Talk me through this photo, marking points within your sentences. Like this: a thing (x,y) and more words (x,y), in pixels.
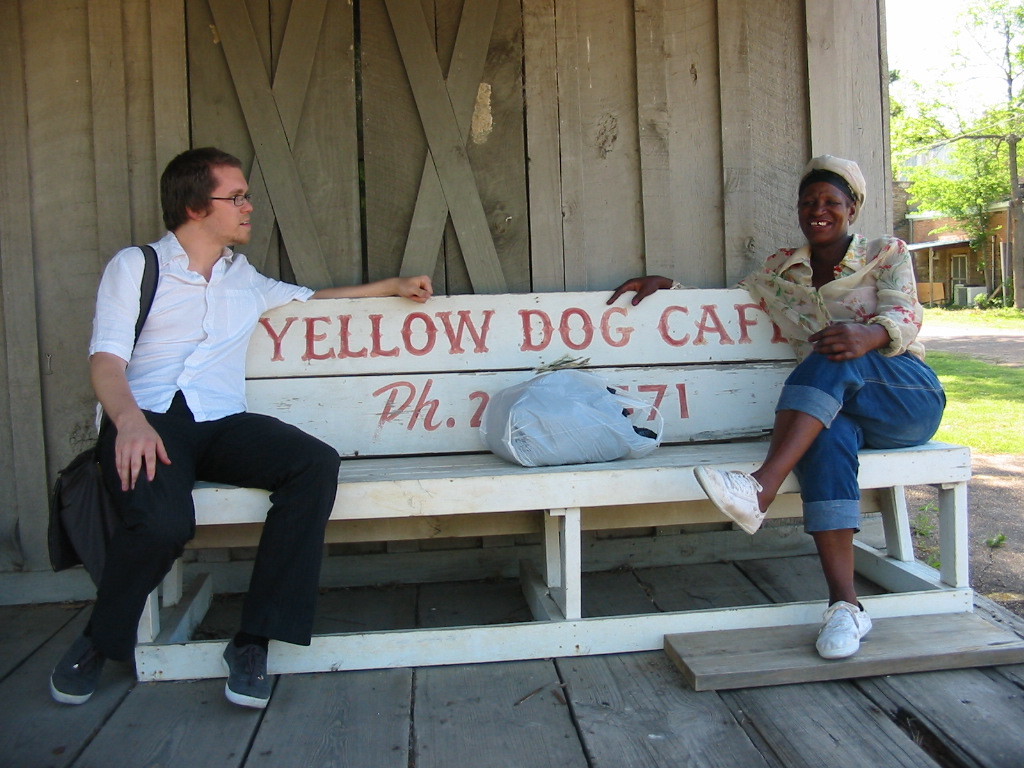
These two persons (859,332) sitting on the bench (346,419). This person (179,384) wear bag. On the background (971,128) we can see tree (999,181), grass (973,394), house (924,248). There is a cover (531,411) on the bench (473,441).
